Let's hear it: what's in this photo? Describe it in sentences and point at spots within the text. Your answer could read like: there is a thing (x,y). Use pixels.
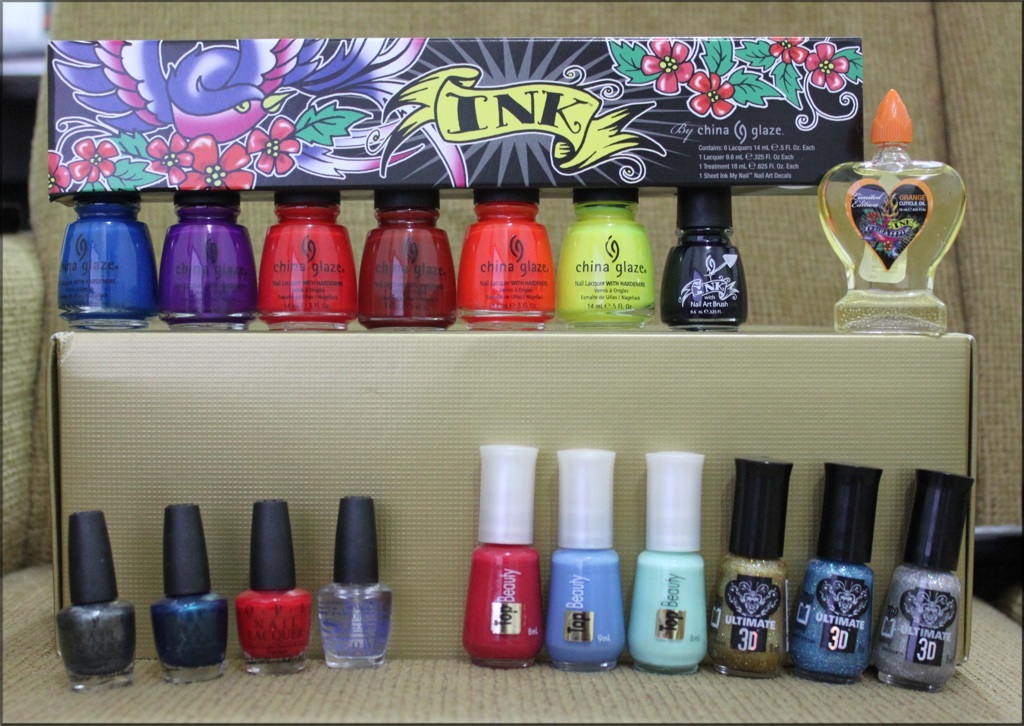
In the center of the image (578,371) we can see nail polish (589,457), boxes (535,51) are present. In the background of the image (52,646) chair (552,689) is there.
